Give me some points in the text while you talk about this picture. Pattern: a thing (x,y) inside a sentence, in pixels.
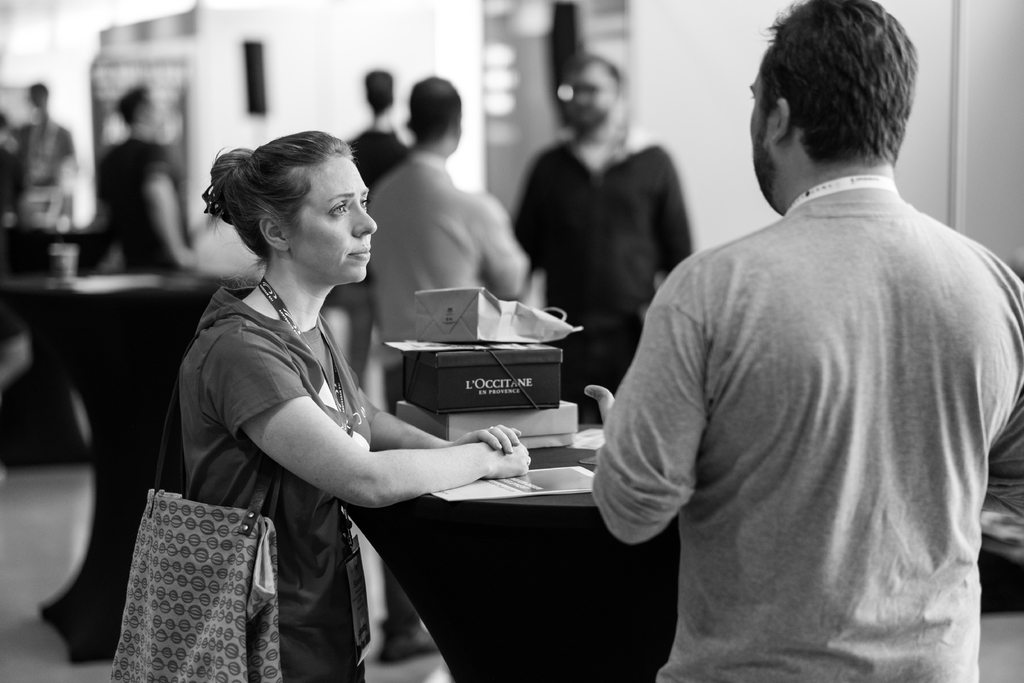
To the right side of the image (952,285) there is a man (974,518) standing. Beside him to the left side (243,393) there is a lady (281,437) with bag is standing. In front of them there is a table (528,516) with a few items (514,371) on it. And in the background (35,113) there are few people (456,89) standing. And also to the left side (108,403) corner there is a table (91,429).
